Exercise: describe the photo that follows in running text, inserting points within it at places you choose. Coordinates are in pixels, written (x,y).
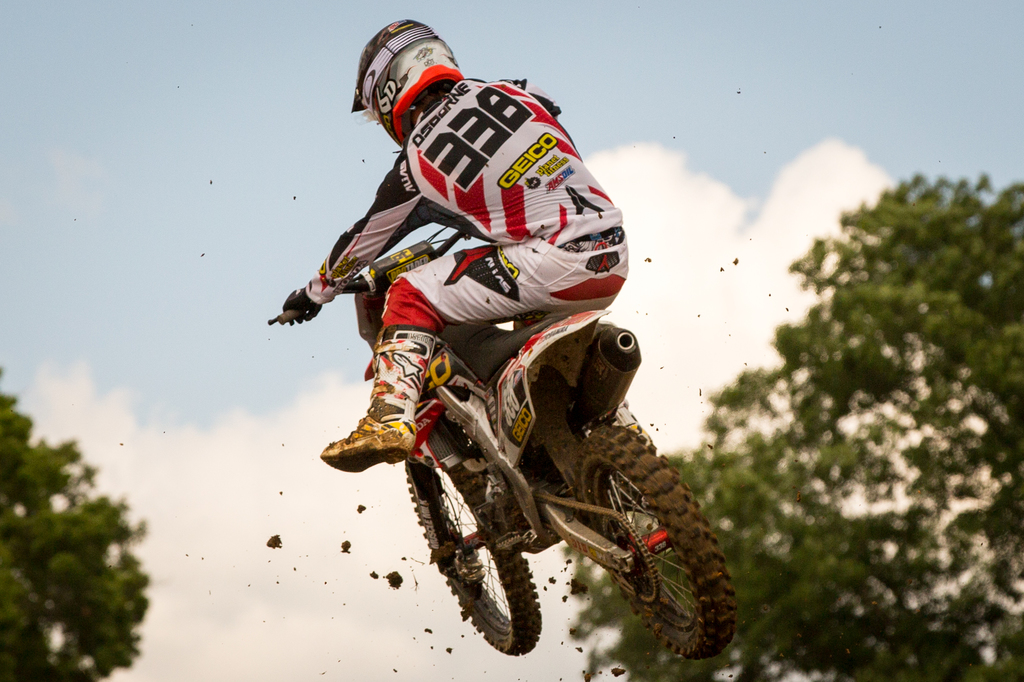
In the middle of the image (452,284) there is a man (448,141) with white dress (525,140) and something written on it. And he kept helmet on his head (421,95). He is sitting on the bike (485,477) and it is in the air. At the left (35,664) and right corner of the image (818,467) there are trees (13,635). And in the background (235,513) there is a sky (592,103) with clouds (235,513).
